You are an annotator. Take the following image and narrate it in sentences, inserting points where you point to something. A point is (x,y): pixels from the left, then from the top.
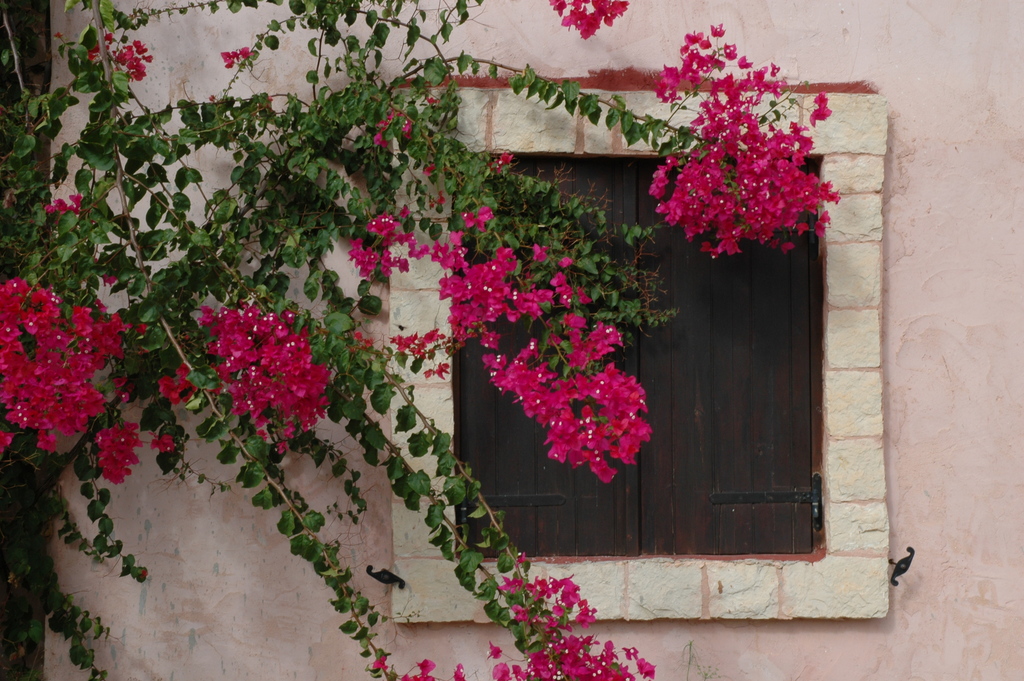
In the image we can see the wall (937,303) and the window (725,390). Here we can see the flowers (264,393), pink in color and the leaves (226,302).
